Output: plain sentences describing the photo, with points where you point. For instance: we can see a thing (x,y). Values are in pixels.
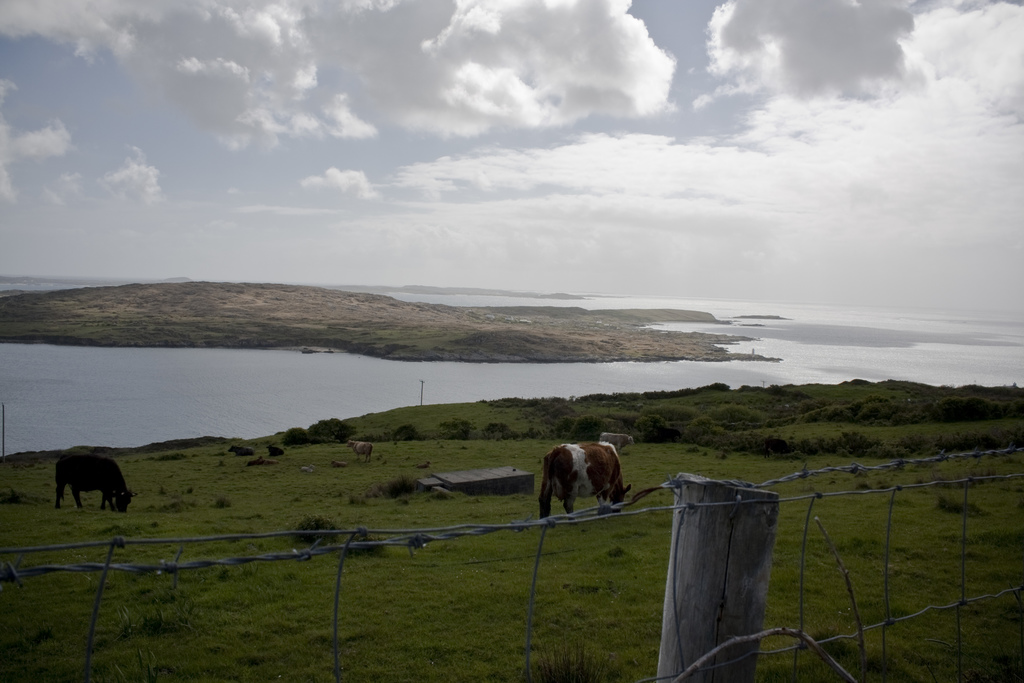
In this picture, i can see water (525,372) and few cows (358,445) are seated and couple of them are grazing grass (419,494) and i can see fence (732,677) and grass (943,470) on the ground (550,577) and few plants (700,390) and a cloudy Sky (562,176).
